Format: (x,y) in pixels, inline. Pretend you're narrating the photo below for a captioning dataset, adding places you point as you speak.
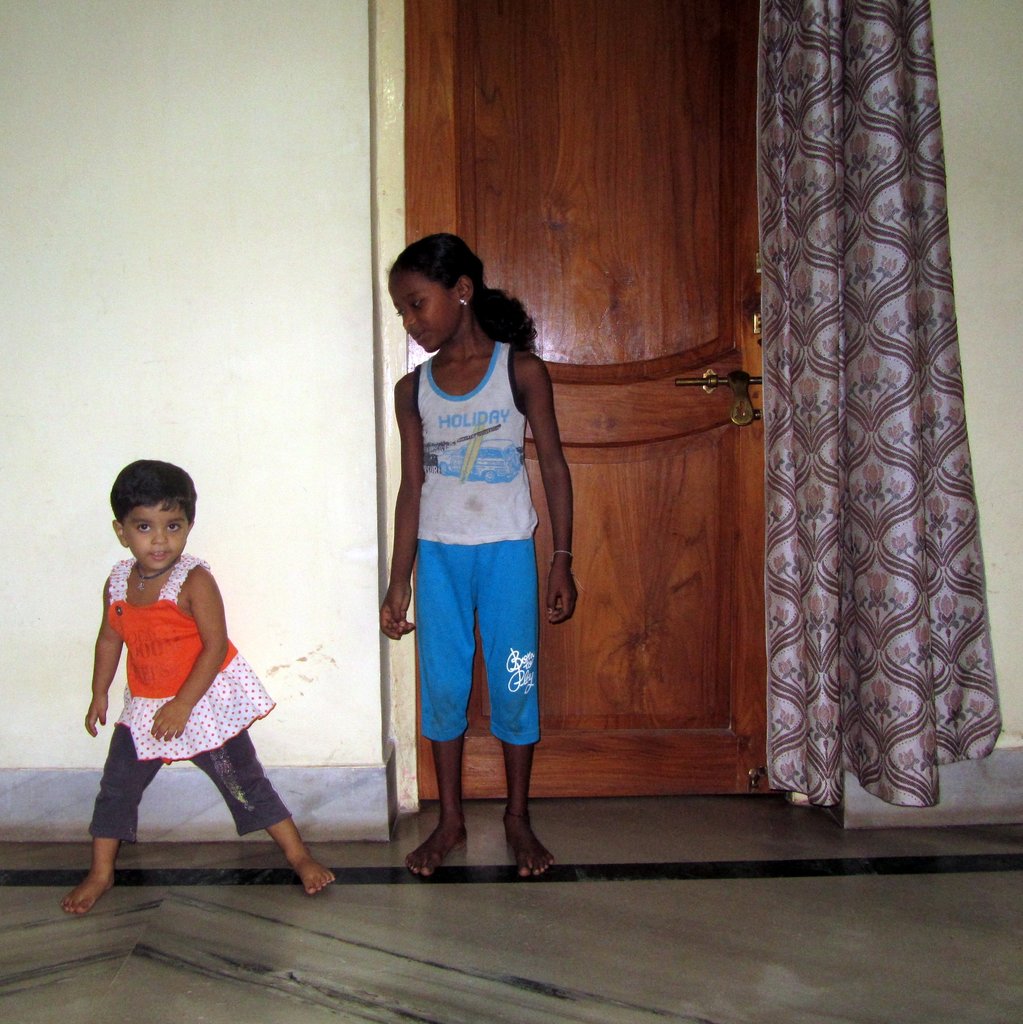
In the picture there are two girls (502,628), one girl (452,717) is standing in front of a door (612,482) and another girl (101,634) is performing some activity, she is standing in front of a wall (250,631). In the right side (776,281) there is a curtain (768,756) in front of the door (671,492).
